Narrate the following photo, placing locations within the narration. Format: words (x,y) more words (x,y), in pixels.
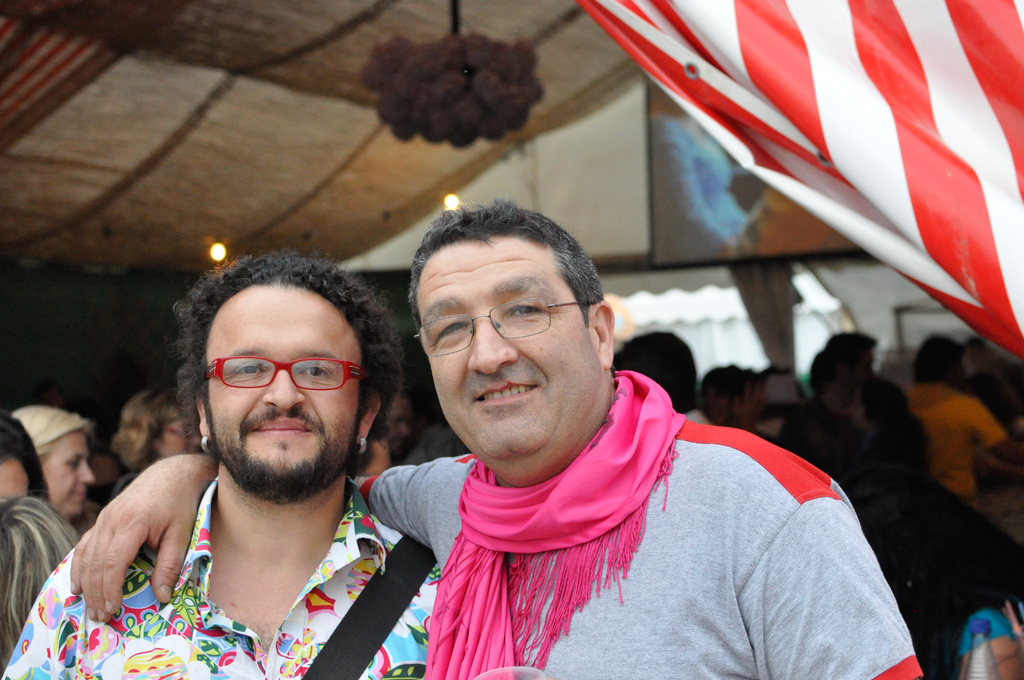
In the picture we can see group of people (462,551) standing, in the foreground of the picture (272,492) there are two men (262,425) wearing spectacles (465,341) standing and top of the picture (292,118) there is roof (251,96).
